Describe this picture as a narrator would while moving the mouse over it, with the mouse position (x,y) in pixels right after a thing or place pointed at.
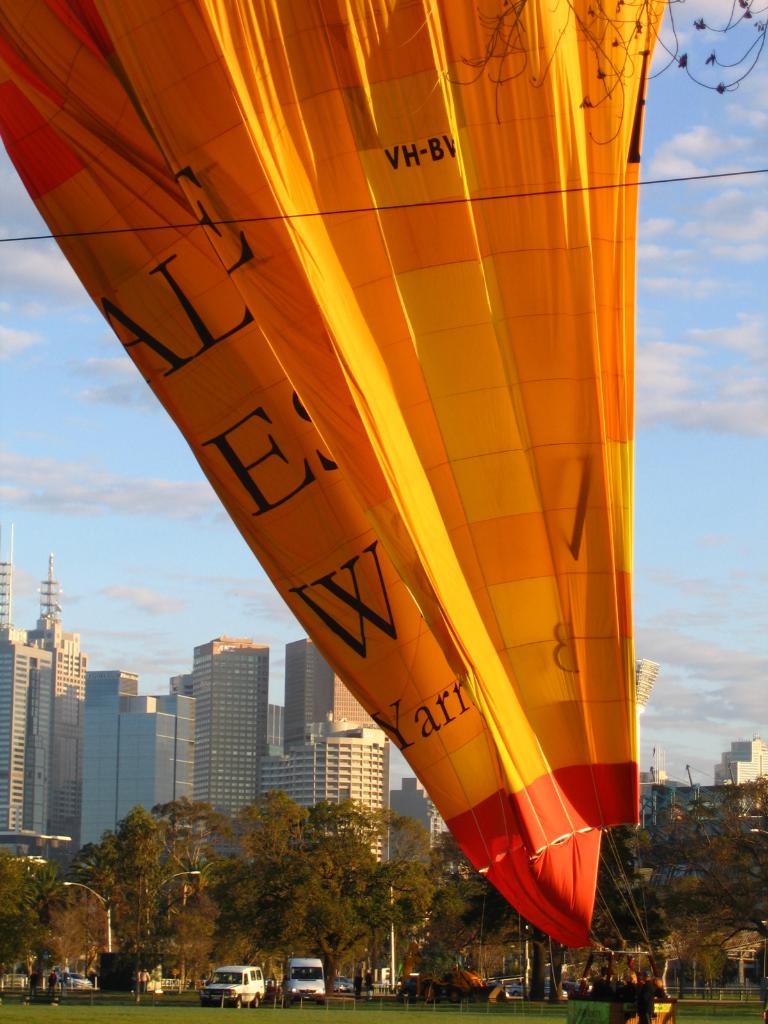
In the image we can see there are buildings (189,707) and trees (461,900). We can even see there are vehicles (297,961) and the cloudy sky (55,490). Here we can see grass (140,1006) and hot air balloon (437,632).
